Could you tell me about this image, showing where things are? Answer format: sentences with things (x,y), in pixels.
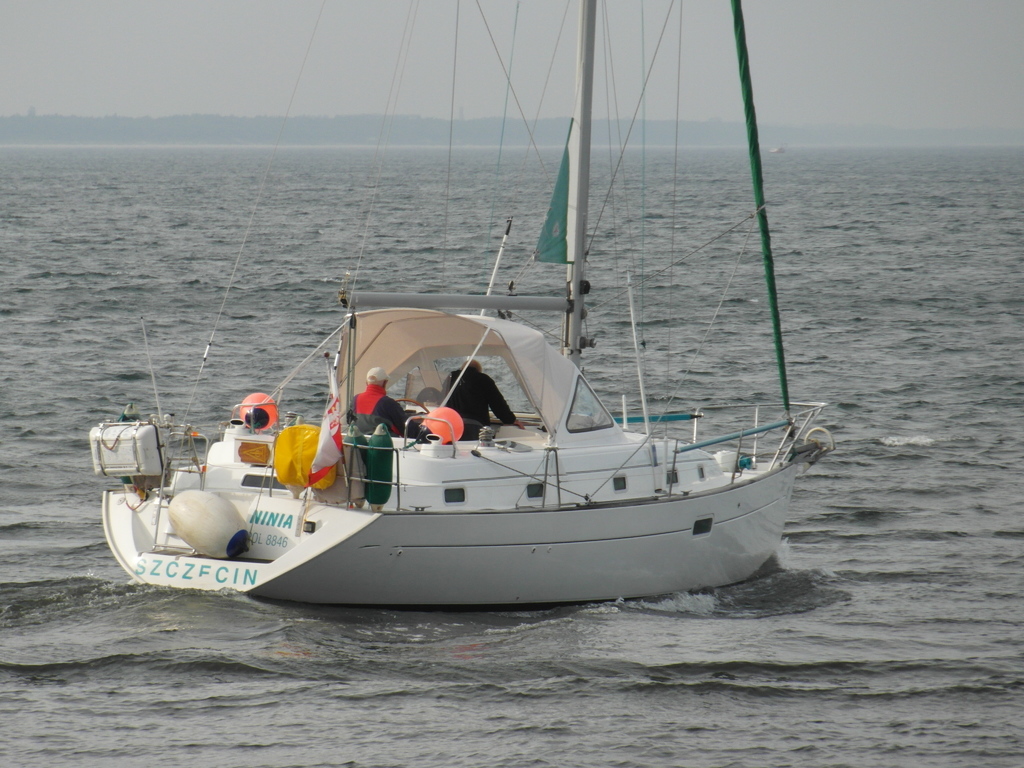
In this picture there is a white boat (437,540) on the water (967,613). In the background (708,132) I can see the mountains (12,127) and ocean (897,187). At the top (400,41) there is a sky (302,3). In that boat (518,382) I can see two person (367,397) were sitting on the chair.
